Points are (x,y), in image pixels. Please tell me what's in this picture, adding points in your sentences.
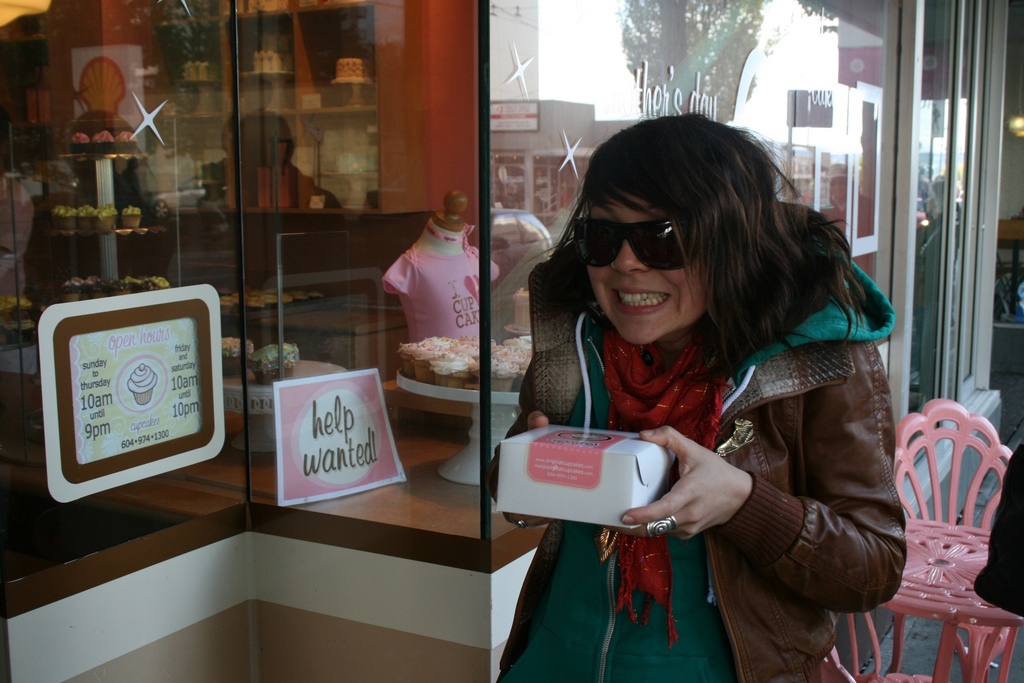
In the image there is a lady (690,267) standing and holding the box (605,453) in the hand (683,483) and she kept goggles (638,245). Behind her there is a table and a chair (899,464). And also there are glass walls (678,61) with something written on it and also there is a poster (74,379). And also there are glass doors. Behind the glass (472,389) there are tables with cupcakes (109,140) and many other items (427,269) inside the store (153,121).
